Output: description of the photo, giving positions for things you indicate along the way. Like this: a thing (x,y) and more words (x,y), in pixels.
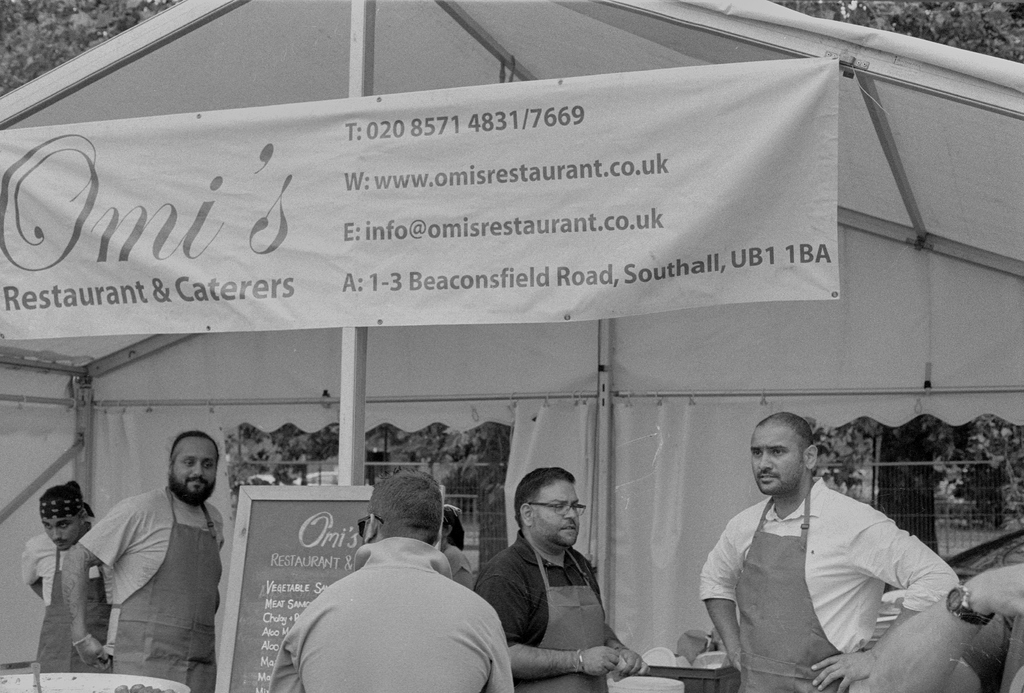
In this image I can see few people (762,595) are standing and I can see few of them are wearing specs (551,504). I can also see a board (269,540) and on it I can see something is written. I can also see a tent (637,375), a banner (729,248) and on it I can see something is written. In the background (9,23) I can see trees (26,43) and I can see this image is black and white in color.
